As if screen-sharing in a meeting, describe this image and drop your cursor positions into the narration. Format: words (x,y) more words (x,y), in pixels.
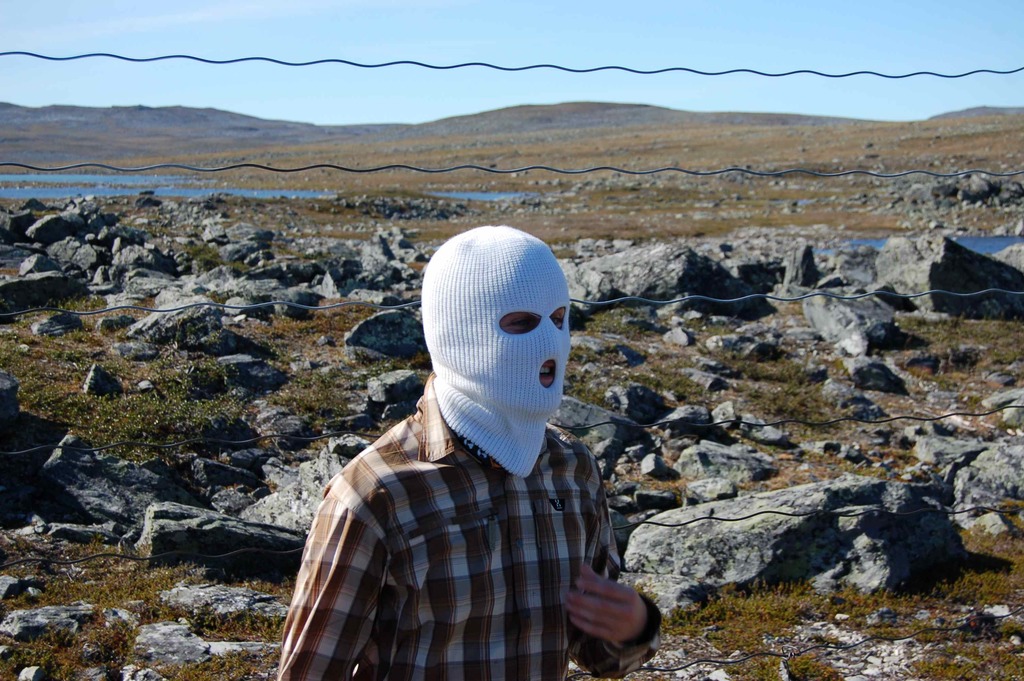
In this image in the foreground (447,540) I can see a man (445,512) standing and wearing a kind of mask (516,450) and there are so many rocks (386,271) on the ground (522,217) and in the background (368,90) I can see the sky (457,75).
